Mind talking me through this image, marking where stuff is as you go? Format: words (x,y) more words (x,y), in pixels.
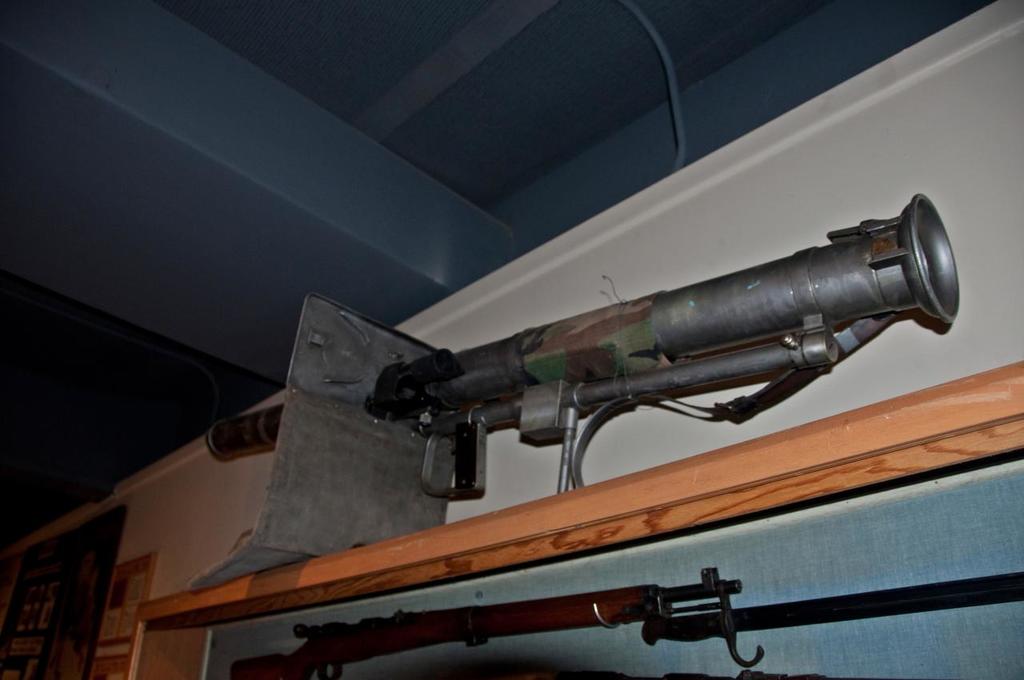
In this image we can see there is a weapon (692,381) on the shelf (629,485) and at the bottom (648,612) we can see a gun (535,622). And at the back (88,541) we can see there are boards (113,581) attached to the wall (182,553).
